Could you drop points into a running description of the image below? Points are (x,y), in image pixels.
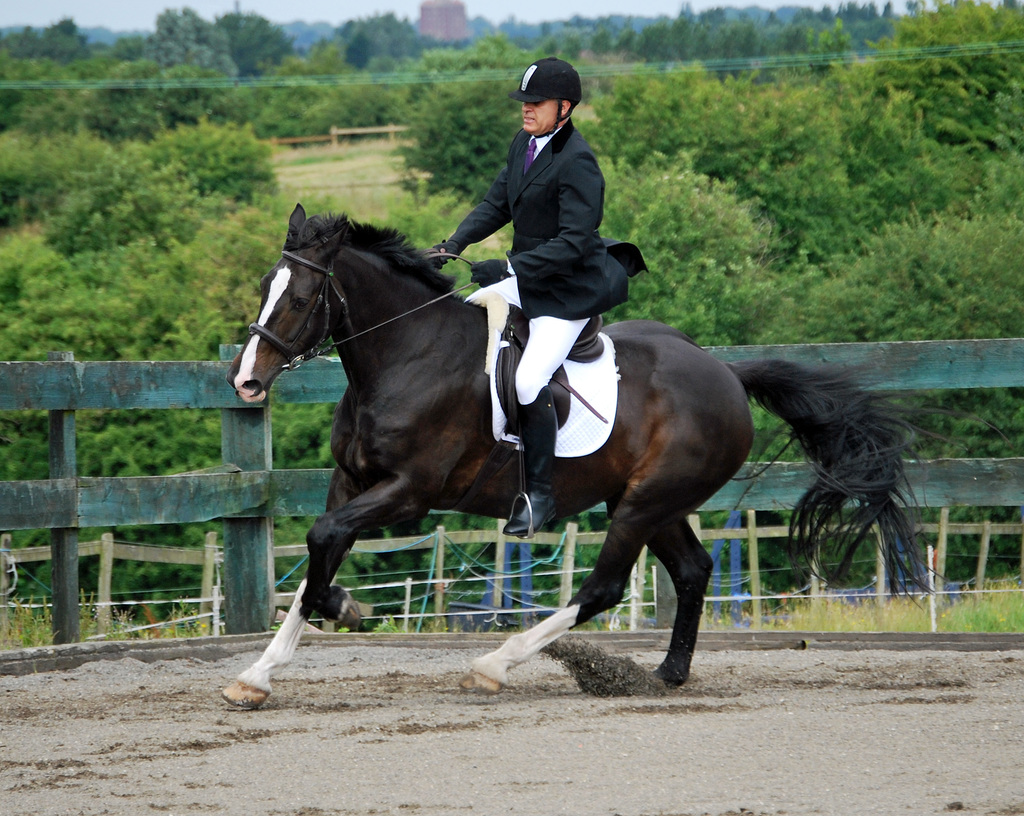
In the foreground of the picture (446,411) we can see a person (528,403) riding horse (630,573). At the bottom (429,734) there is soil (362,776). In the middle (568,534) we can see fencing (72,565) and plants (168,454). In the background (696,132) there are trees (618,139), fencing (365,135), sky (277,4) and other objects (431,16).
